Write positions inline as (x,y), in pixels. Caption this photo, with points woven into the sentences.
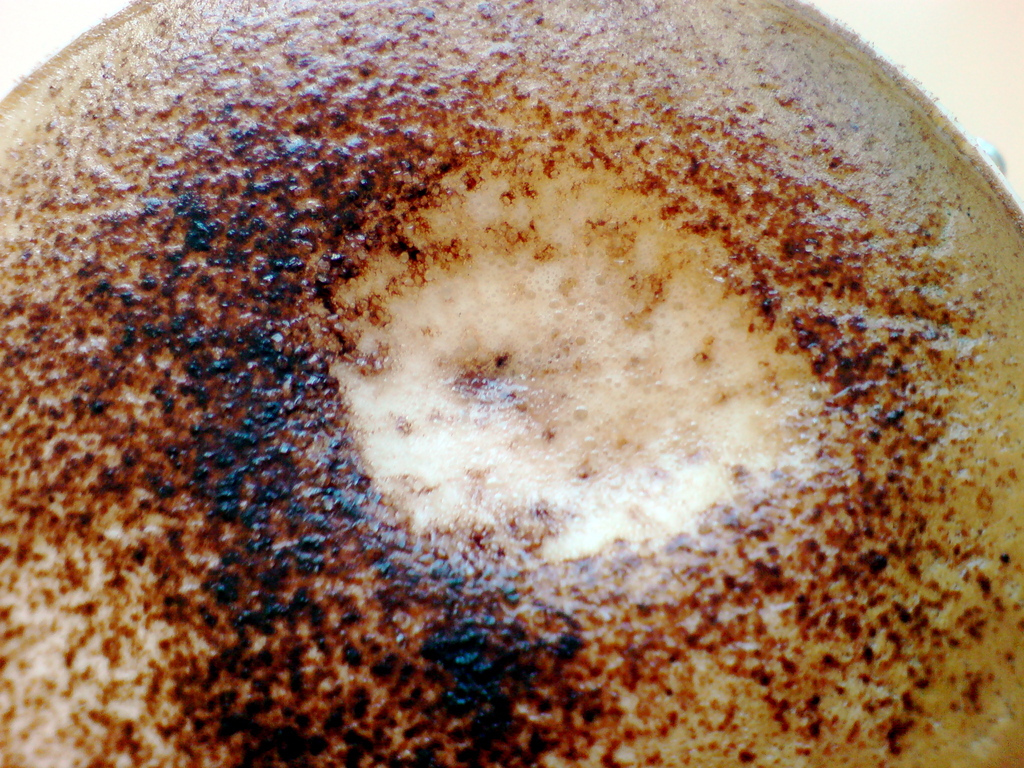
In this picture it looks coffee (489,88) in an object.
